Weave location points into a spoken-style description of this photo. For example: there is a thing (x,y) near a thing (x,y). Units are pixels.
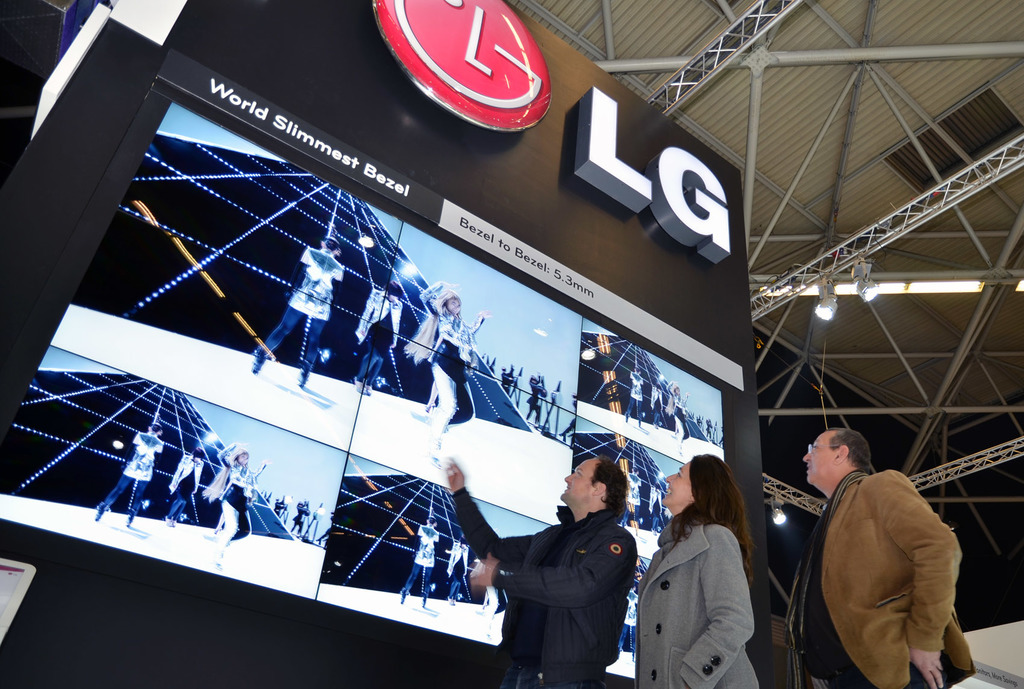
In this picture we can see three people (552,644) standing on the right side (843,570). There is a screen (185,325). On this screen (72,414), we can see a few people (421,589) and a stage (224,387). There are a few lights (824,285), rods (835,188) and steel objects (805,57) on top (681,64).
